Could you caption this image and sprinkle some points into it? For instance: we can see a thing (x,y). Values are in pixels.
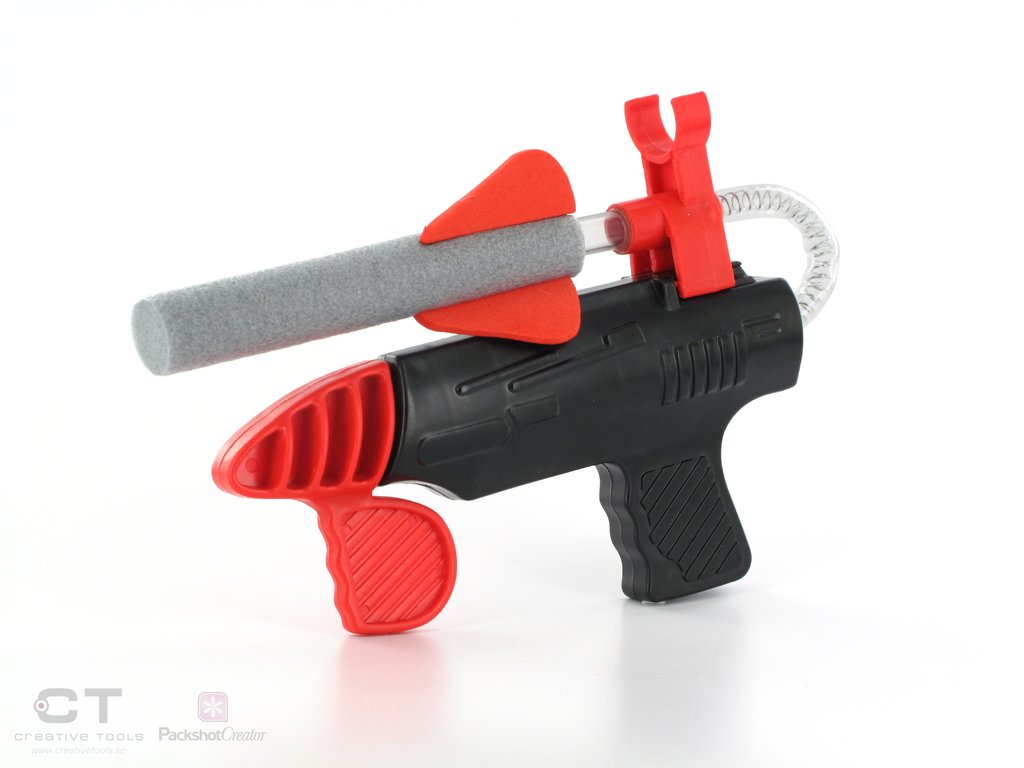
In this picture we can see a toy (489,351).
